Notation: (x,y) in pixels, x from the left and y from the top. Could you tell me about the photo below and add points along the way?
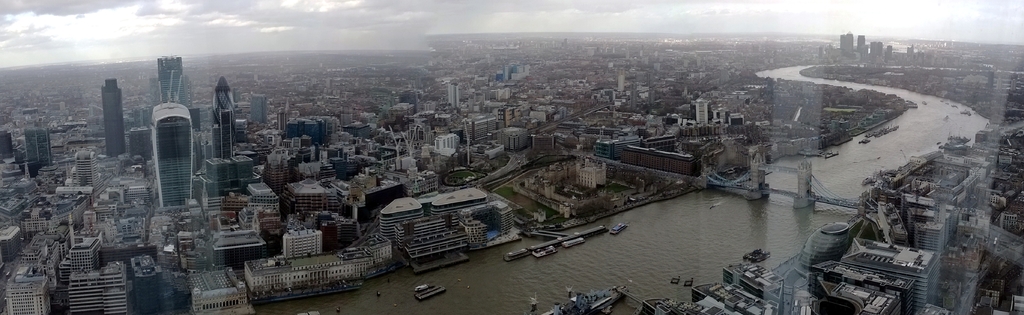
In this picture I can see number of buildings (603,142) and in the middle of this image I see the water (900,143) and I see the boats (415,289) and on the right of this picture (802,195) I see a bridge (808,167) and in the background (338,33) I see the sky (254,21) which is cloudy.
